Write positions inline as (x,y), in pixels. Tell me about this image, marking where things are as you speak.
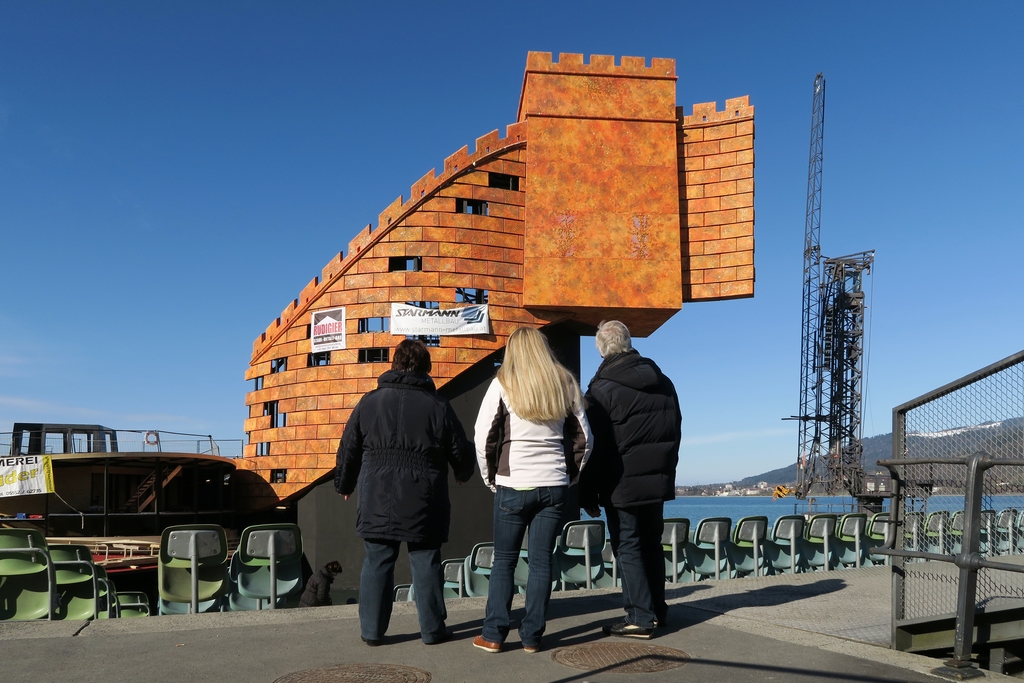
Completely an outdoor picture. In this picture we can able to see three persons (418,454) are standing and wore jackets (576,445). Far there are mountains (968,434). In-front of this three persons (523,492) we can able to see a building (450,338) with banners (451,321) and chairs (288,545). This is fence (915,523). This is tower (835,352).
